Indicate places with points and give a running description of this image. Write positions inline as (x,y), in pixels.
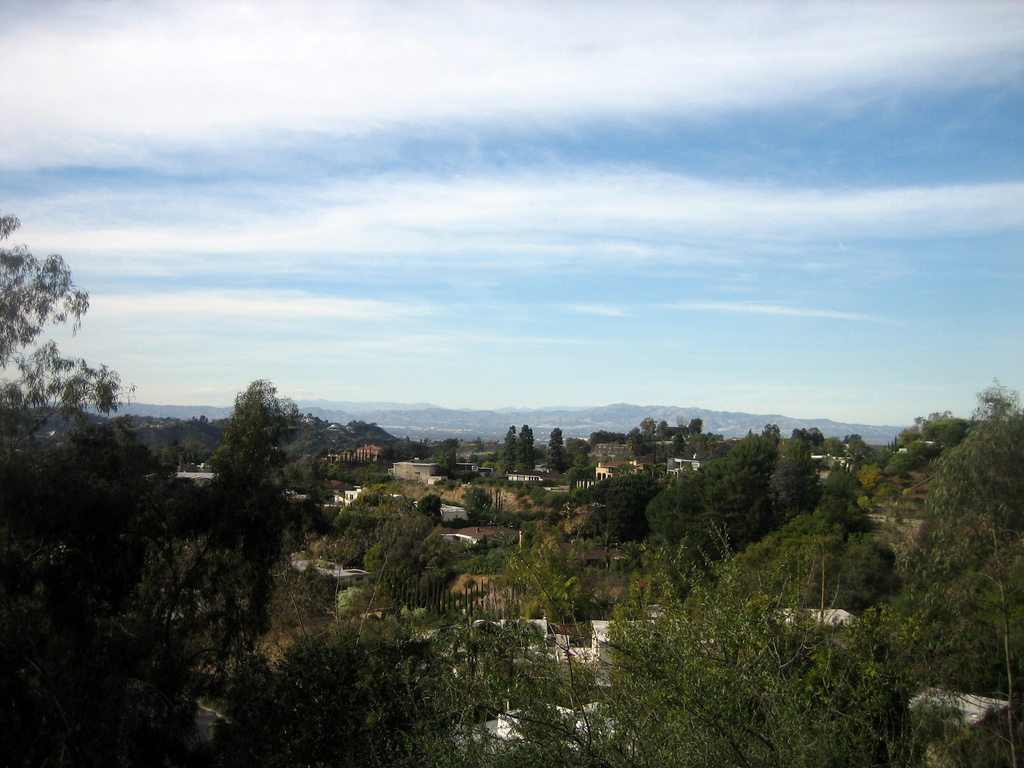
There are many trees (563,599) and buildings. In the background (462,389) there is sky (596,175) with clouds (706,188).
